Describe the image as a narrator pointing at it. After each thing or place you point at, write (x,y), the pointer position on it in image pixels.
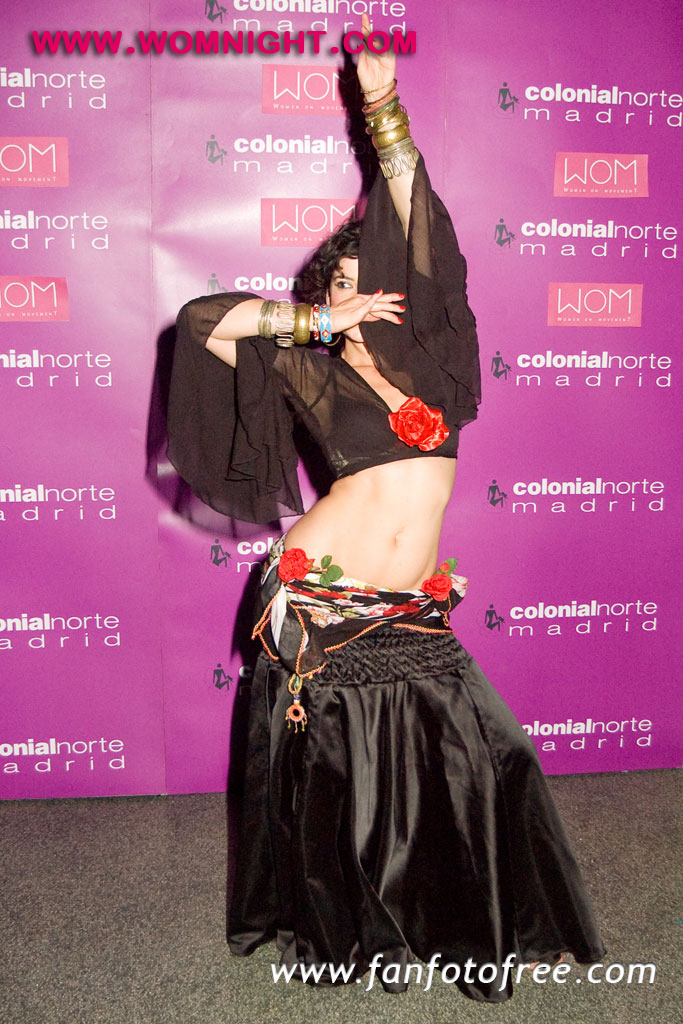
In this image we can see a woman (437,823) standing on the ground (318,1007). In the background (616,319), we can see a banner (627,419) with some text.
